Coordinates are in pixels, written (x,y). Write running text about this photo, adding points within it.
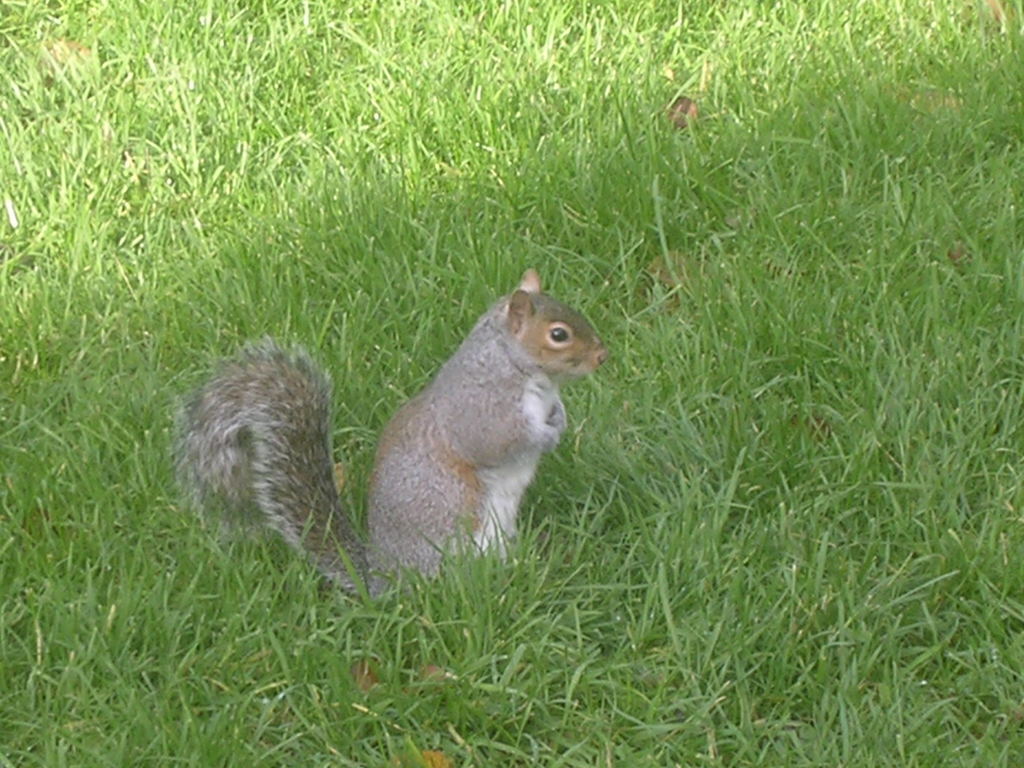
As we can see in the image there is grass (594,114) and squirrel (419,428).
